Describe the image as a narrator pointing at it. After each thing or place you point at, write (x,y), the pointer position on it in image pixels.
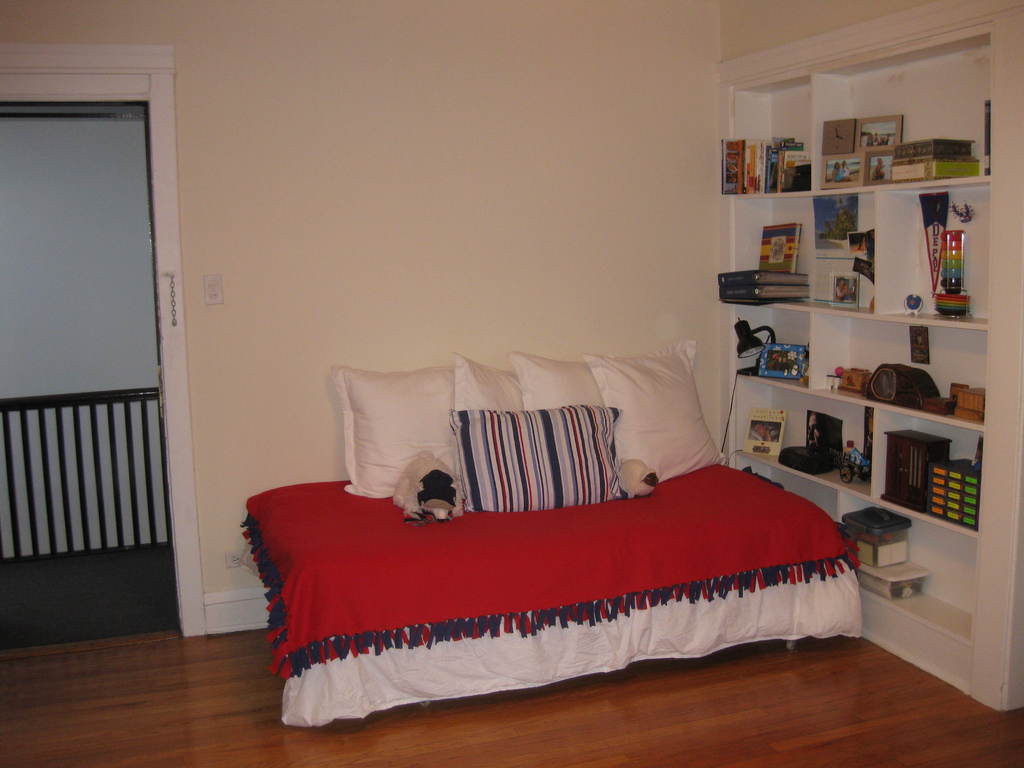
In this image I see a bed (413,493) over here on which there is white and red cloth (527,567) on it and I see the pillows (652,363) and I see the shelves (722,217) over here on which there are few photo frames (848,183) and I see many other things (850,515) and I see the floor (706,668). In the background (194,21) I see the wall (326,339) which is of cream in color and I see a chain (174,279) over here.
